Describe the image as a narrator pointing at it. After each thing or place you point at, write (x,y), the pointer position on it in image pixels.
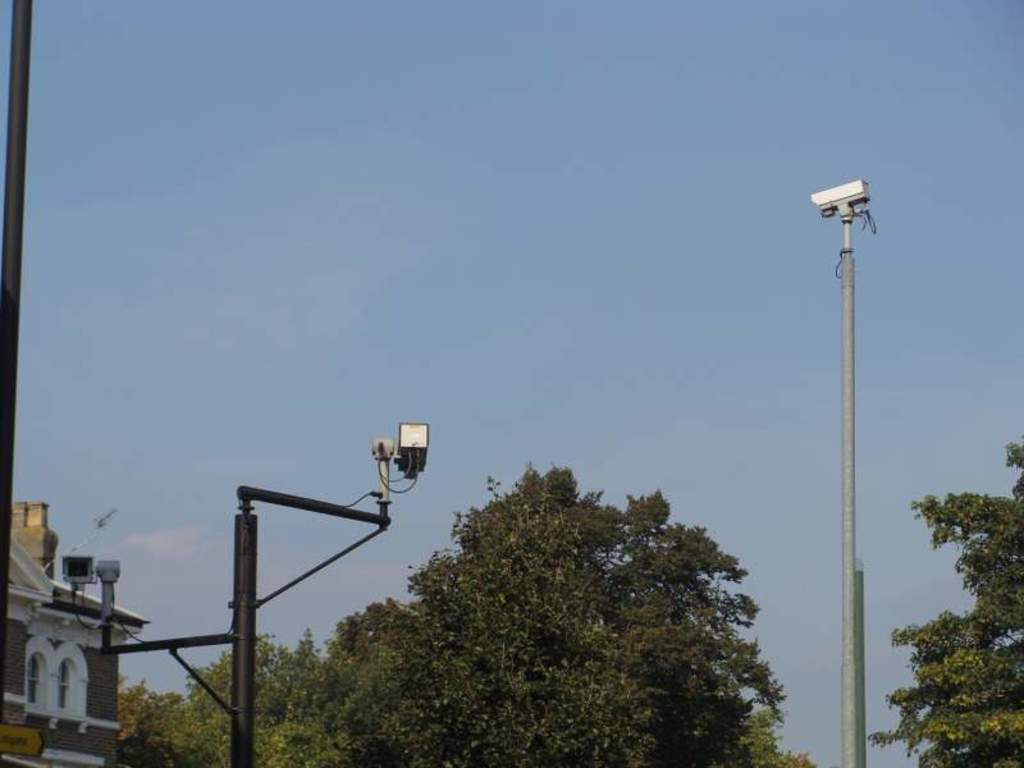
In this image we can see the building (69,635). And there are light poles (350,518), trees (713,702) and the sky (840,241). And there is the camera (855,192) attached to the pole (850,232).
